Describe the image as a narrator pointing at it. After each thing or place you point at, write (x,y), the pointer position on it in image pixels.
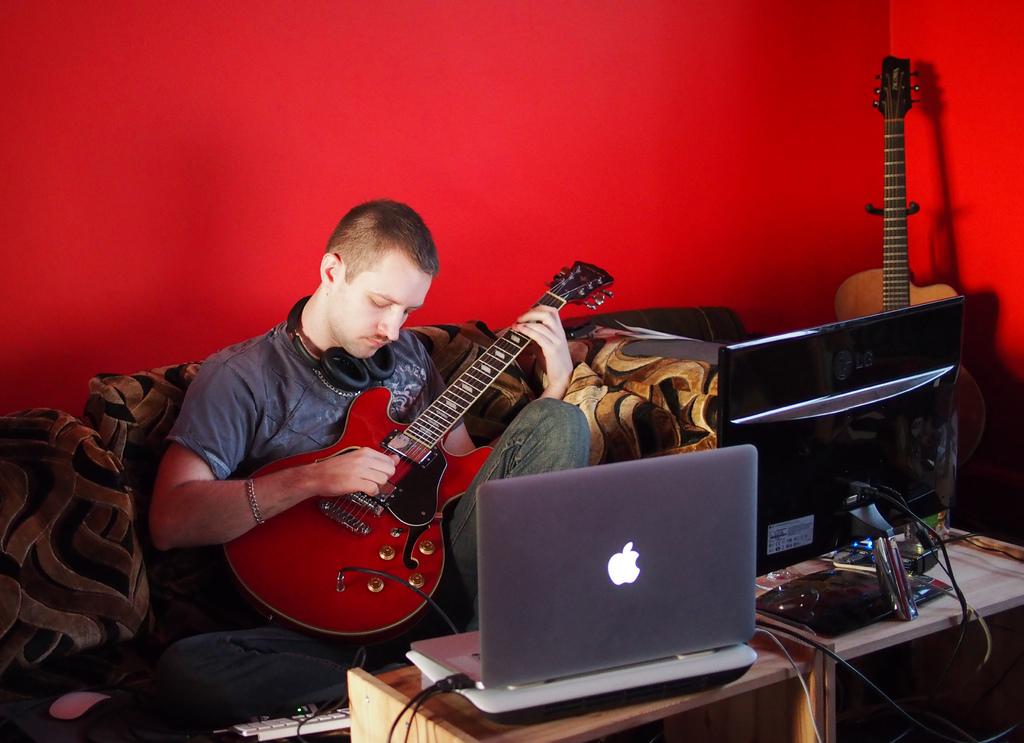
This picture is clicked inside a room (672,149). There is a man (413,357) sitting on couch (604,405) and playing an electric guitar (415,546). He is wearing a headset (333,375) around his neck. In front of him there is a table (396,688). On the table (481,733) there is a laptop (567,638) and a monitor (805,511). There is another guitar (886,298) at the corner of the room (892,269). In the background (696,157) there is wall (234,128).
